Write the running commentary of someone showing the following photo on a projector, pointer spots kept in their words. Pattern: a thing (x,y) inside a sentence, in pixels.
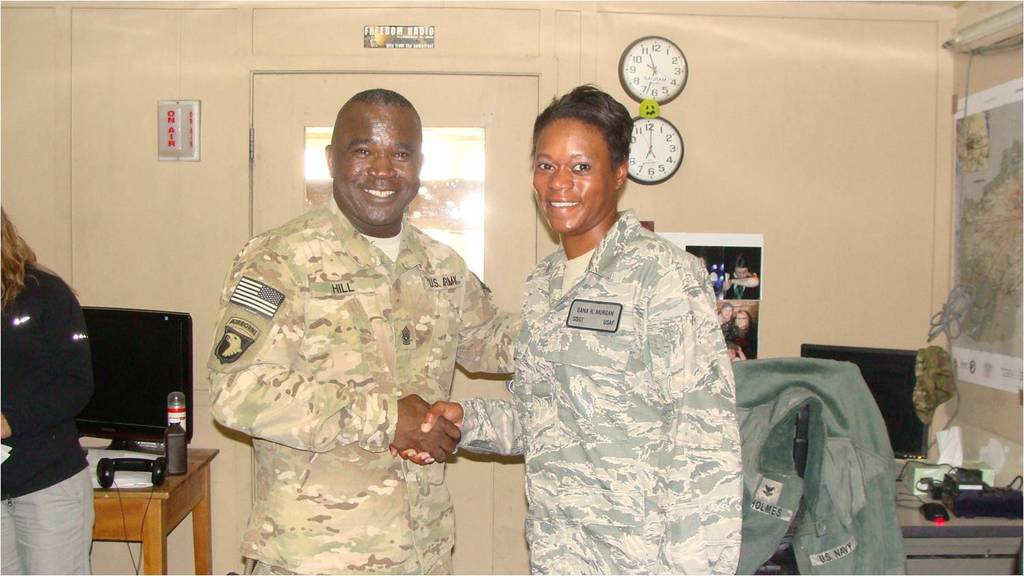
This picture is clicked inside the room (193,209). In front of the picture, we see a man (348,387) and a woman (588,357) are standing. They are shaking their hands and both of them are smiling. On the right side (825,428), we see a green jacket (858,486). Behind that, we see a table (909,515) on which monitor (911,370), mouse (942,519) and landline phone (982,481) are placed. Behind that, we see a wall (824,220) on which posters (969,317) and clocks (645,128) are placed. Beside that, we see a door (291,93) on which a poster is placed. On the left side (46,434), we see a woman (62,380) in black T-shirt (19,408) is standing. Behind that, we see a table (193,457) on which monitor (145,406), water bottle (181,454) and papers (129,478) are placed.
